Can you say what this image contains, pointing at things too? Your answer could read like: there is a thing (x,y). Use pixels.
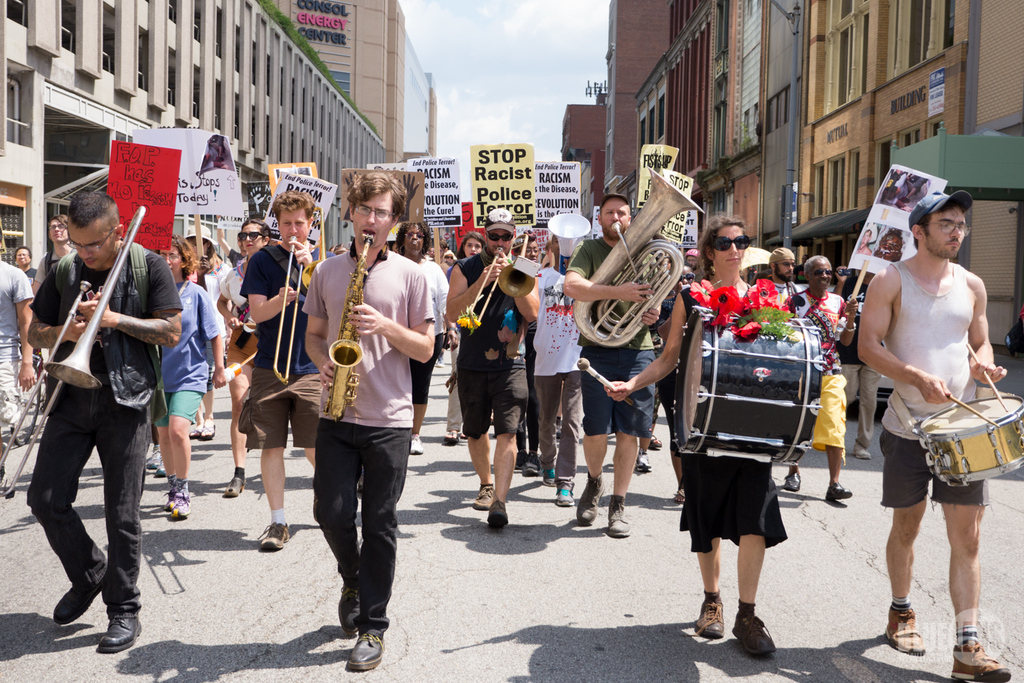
As we can see in the image there is a sky (514,92), banner (546,186), buildings (259,56) and few people (891,417) walking on road (536,509) and playing different types of musical instruments (768,373).
